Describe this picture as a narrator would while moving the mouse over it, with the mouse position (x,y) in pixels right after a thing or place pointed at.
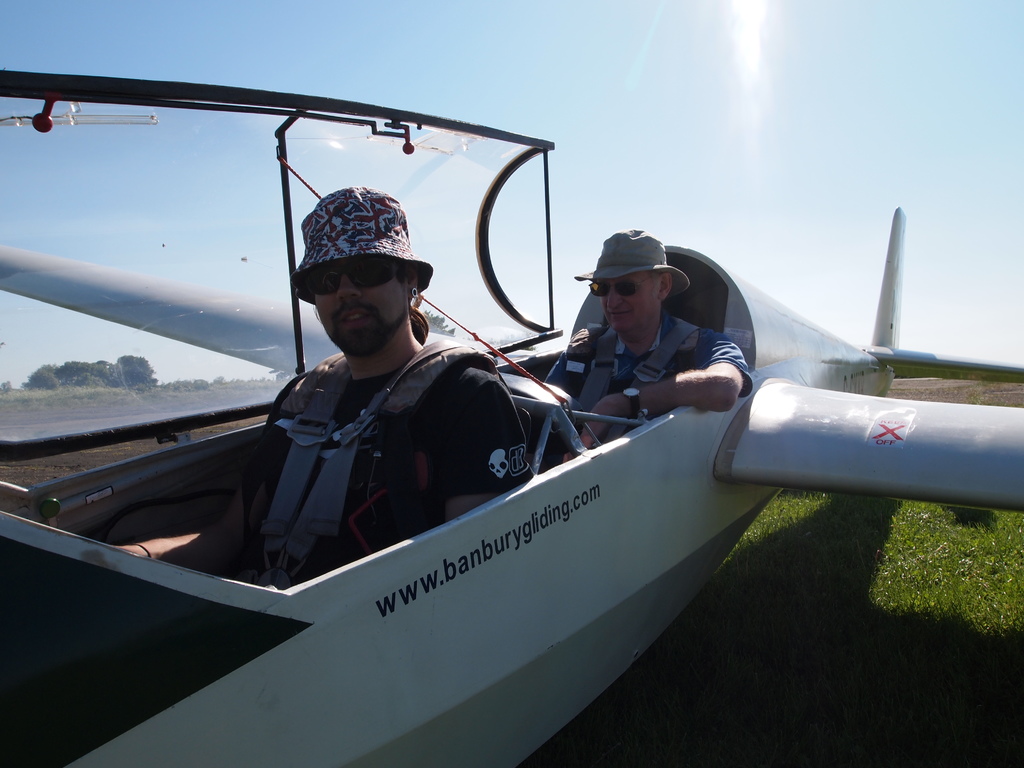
In this picture there are two men (612,379) sitting in an airplane (780,347) and wore hats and we can see grass (905,649). In the background of the image (447,334) we can see trees (45,371) and sky (835,172).
